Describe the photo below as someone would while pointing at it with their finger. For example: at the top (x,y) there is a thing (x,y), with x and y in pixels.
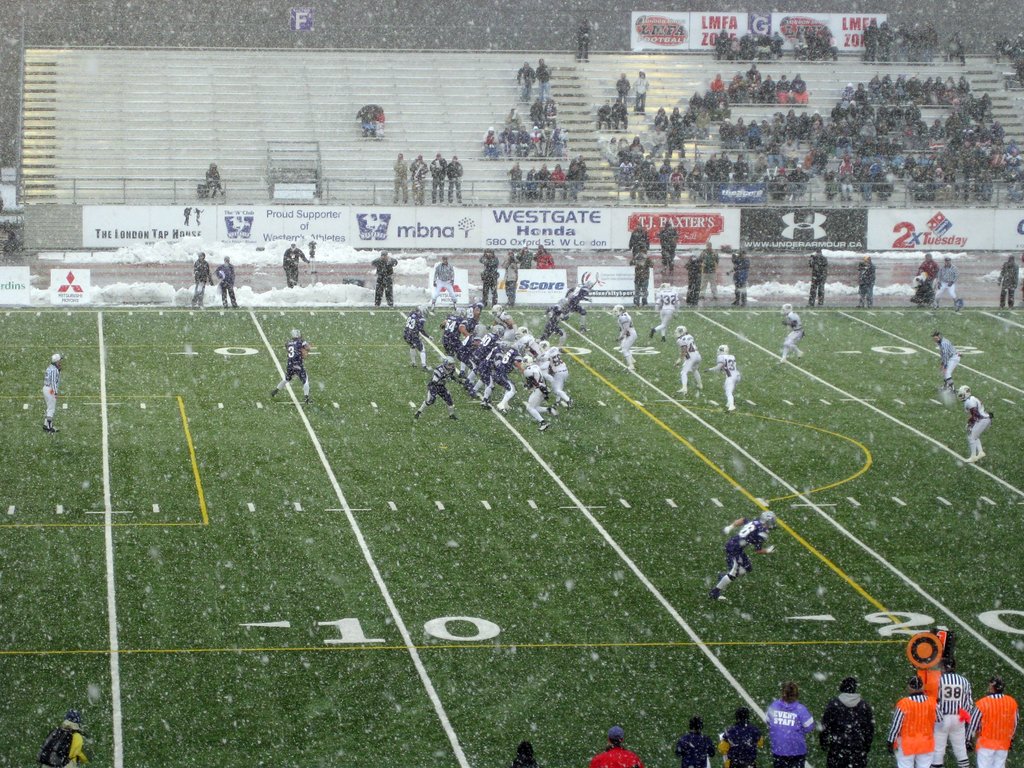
In this image I can see few people (887,97) are sitting on stairs (471,158) and few players (543,414) in the ground (622,449). They are wearing different color dresses (513,264). I can see different banners (524,218) and the snow fall (825,219).
